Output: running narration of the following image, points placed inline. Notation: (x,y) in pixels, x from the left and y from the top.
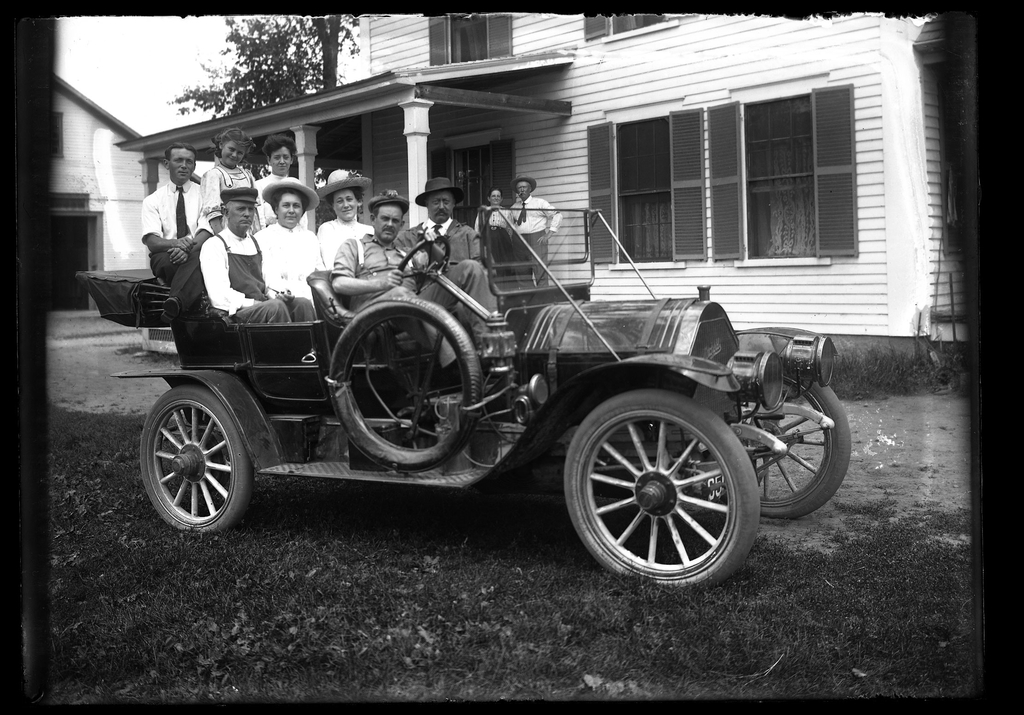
In the image we can see there is a motor car (297,332) in which there are people (450,244) who are sitting and people (379,202) are wearing hats (279,180). Two people (507,213) are standing near the building (644,92) and the image is in black and white colour.
